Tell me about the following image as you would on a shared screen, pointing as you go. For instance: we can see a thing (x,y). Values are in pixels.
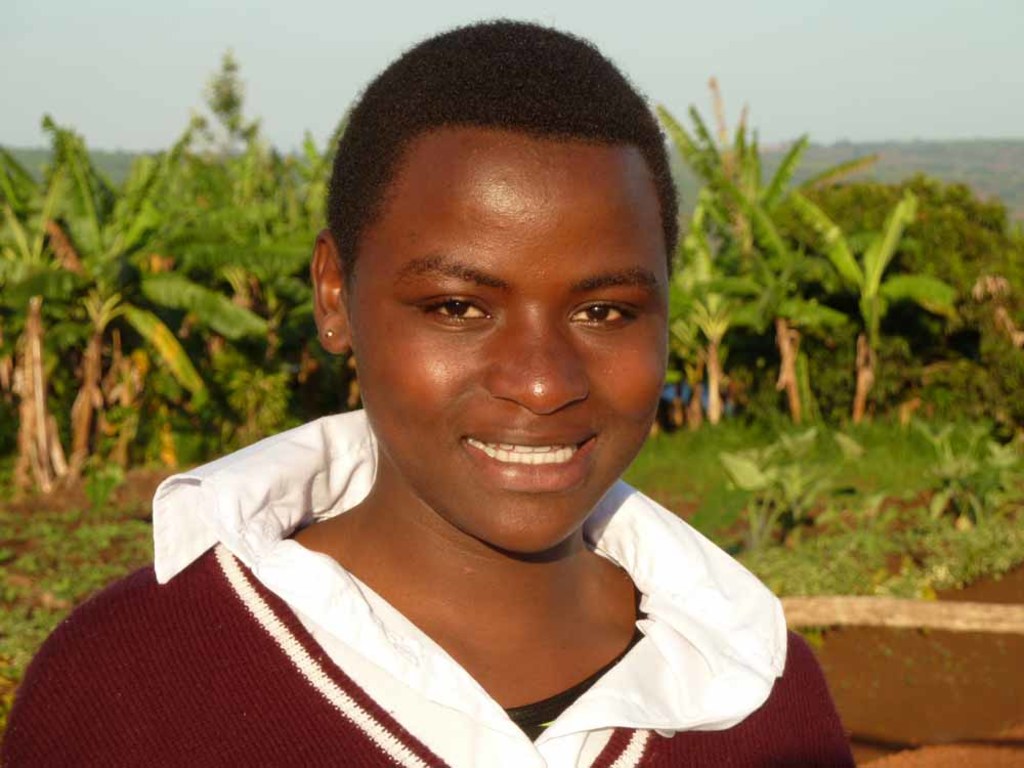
In the image there is a person (390,580) in the foreground (611,645) and the person (641,508) is smiling, behind the person (470,349) there are many plants (847,286).
